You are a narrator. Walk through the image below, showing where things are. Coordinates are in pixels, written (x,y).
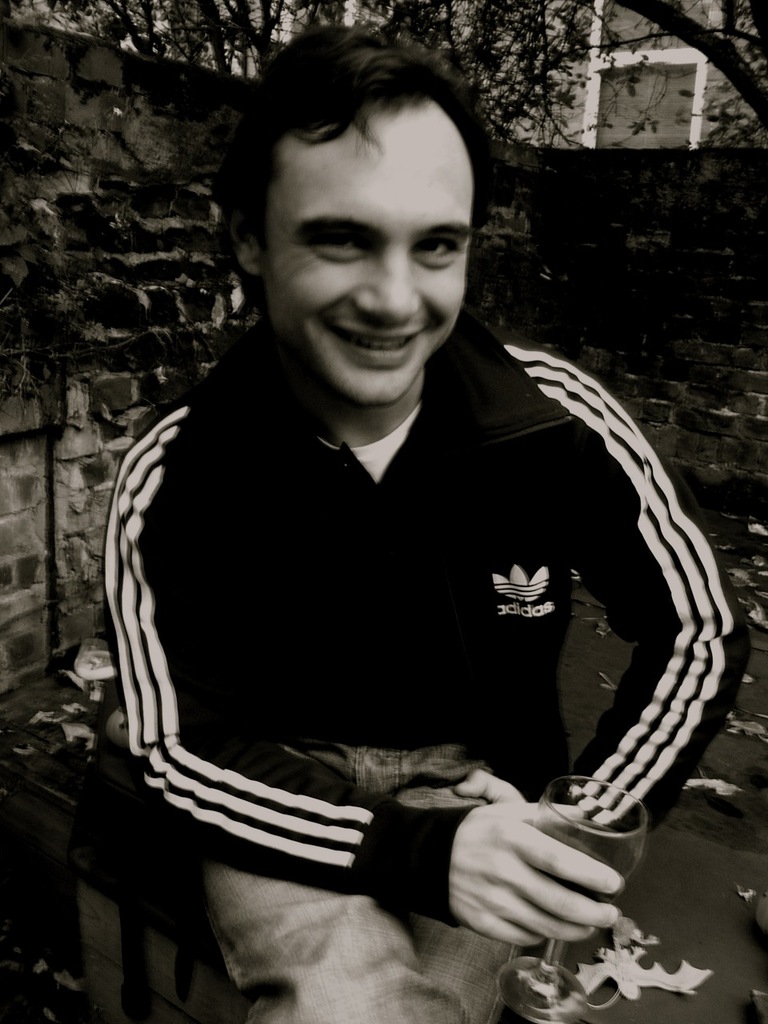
In this picture I can see a man (430,455) in front (544,852) who is holding a glass (567,793) and I see that he is smiling. In the background (121,375) I can see the wall (520,311) and few trees (241,40). I see that this is a black and white image.
